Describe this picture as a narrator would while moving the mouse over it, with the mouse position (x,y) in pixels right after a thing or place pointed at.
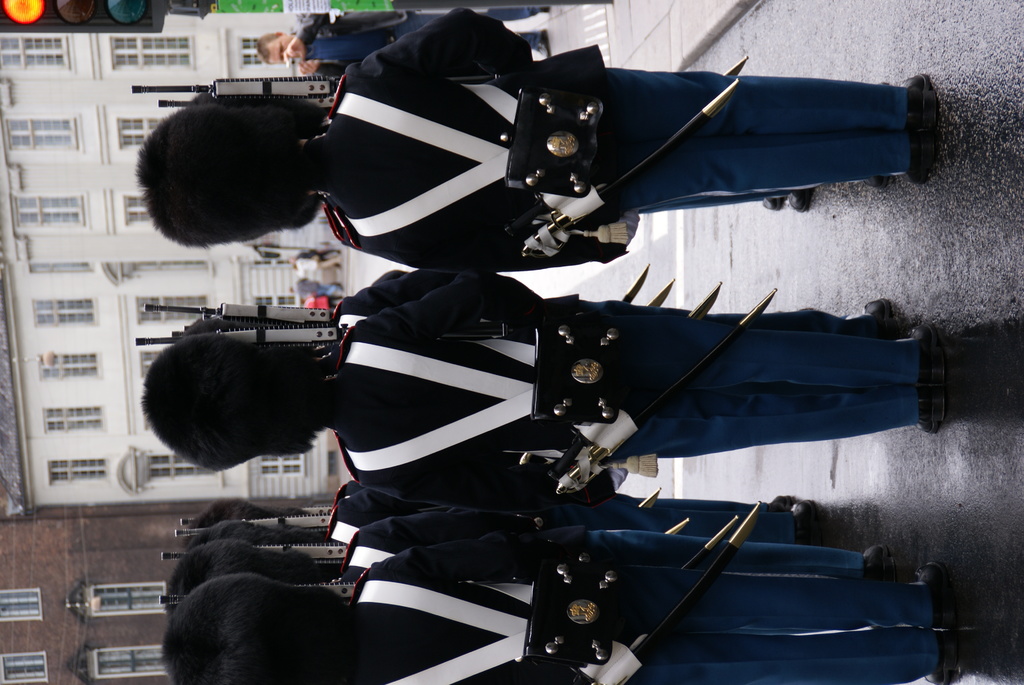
In the given image i can see a building (89,94), traffic lights (157,3) and guards (447,416).
